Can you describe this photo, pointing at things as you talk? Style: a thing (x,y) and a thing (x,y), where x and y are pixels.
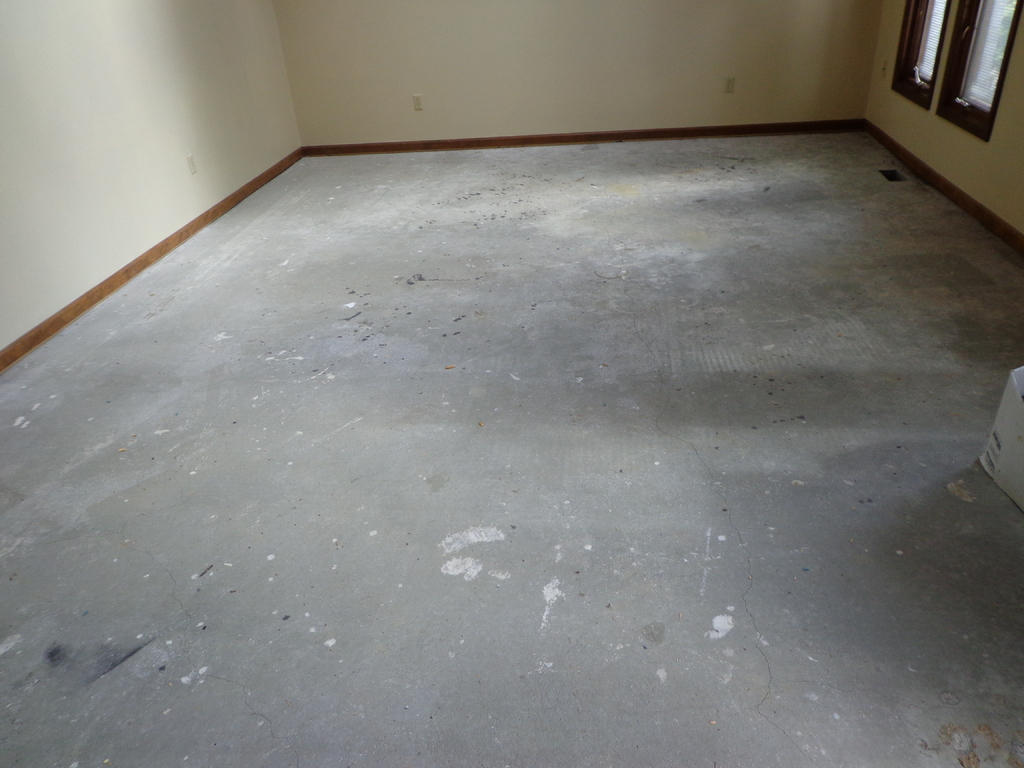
There is a floor (294,359) in the middle of this image (653,457). We can see a wall (391,88) in the background (677,82) and there is a window (926,108) in the top right corner of this image (956,23).
